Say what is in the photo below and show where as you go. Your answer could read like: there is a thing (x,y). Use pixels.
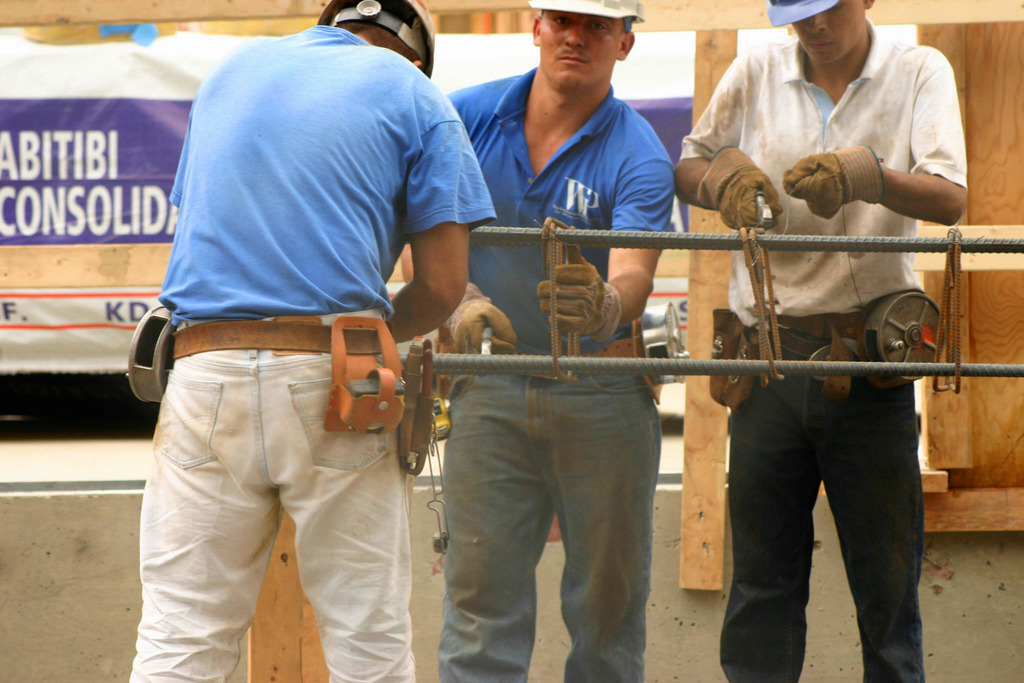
In this image we can see three people (613,119) standing and holding some objects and behind there are some wooden things (297,621). We can see a banner (105,311) with some text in the background (81,99).
